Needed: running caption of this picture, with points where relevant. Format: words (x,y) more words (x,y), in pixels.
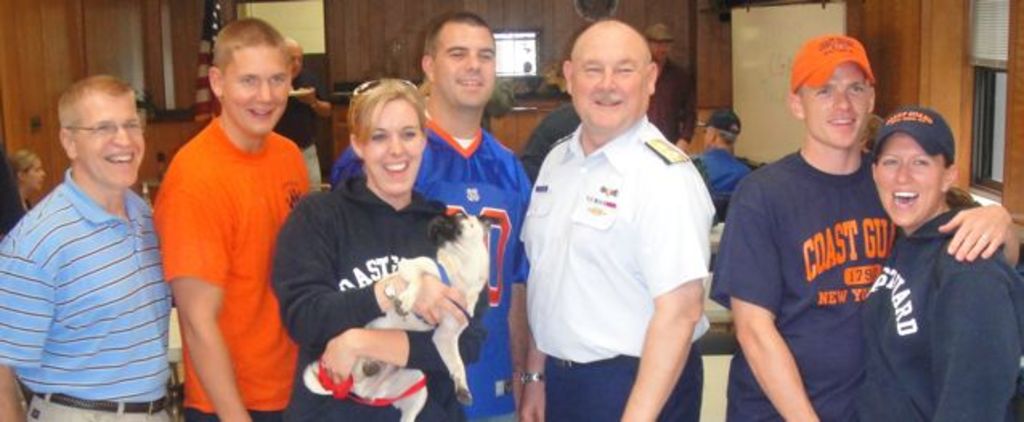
In this image we can see people (539,178) standing and smiling. The lady (347,358) standing in the center (442,205) is holding a dog (413,315) in her hand (424,301). In the background (709,93) we can see a flag (201,67), screen (531,71), a wall (698,107) and some people (733,130).
